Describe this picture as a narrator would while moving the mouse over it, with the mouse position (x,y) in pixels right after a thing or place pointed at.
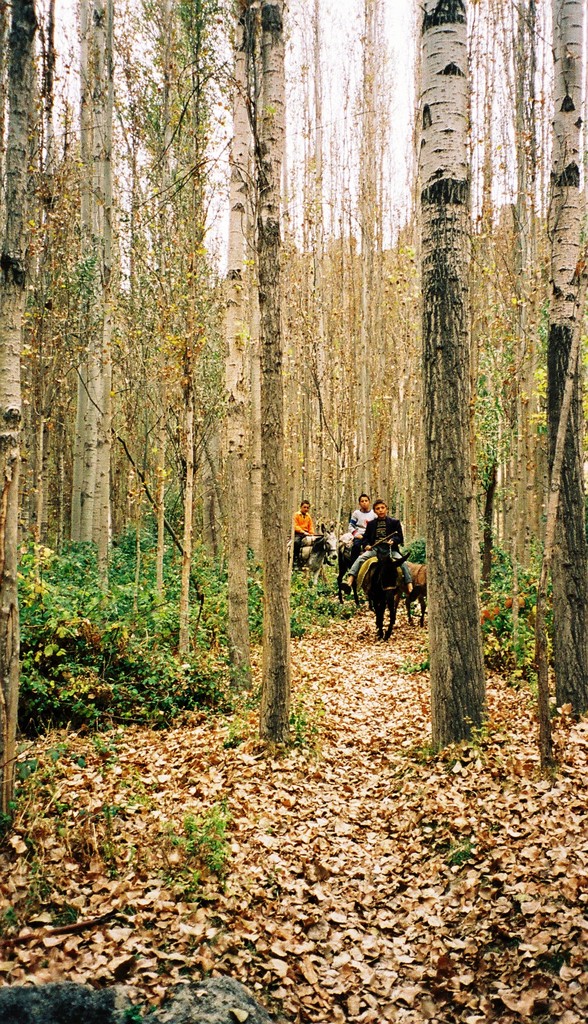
In the foreground of the picture (214,677) we can see trees (563,605), dry leaves (242,899) and plants (70,587). In the middle of the picture (385,514) there are people (298,530) riding on the animals (379,569) looking like horses (308,557). In the background (380,223) there are trees (244,111) and we can see sky (212,85).
